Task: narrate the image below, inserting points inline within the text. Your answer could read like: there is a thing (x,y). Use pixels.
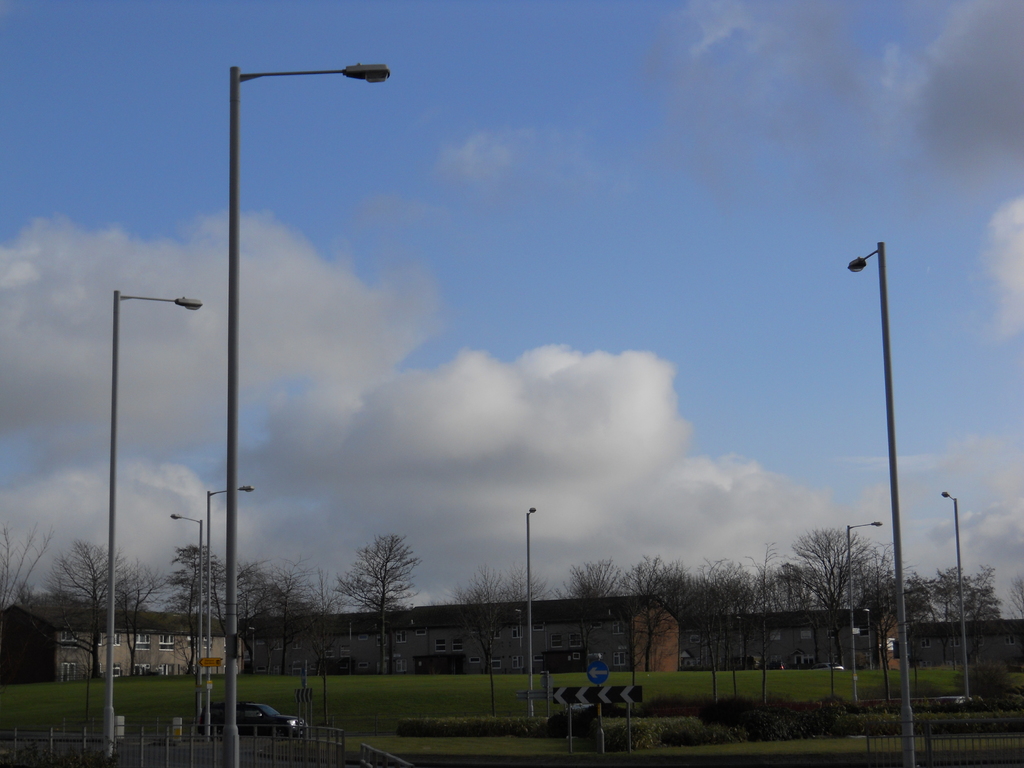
In this image we can see many light poles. Also there are sign boards (585,704) and railings (221,766). And there is a vehicle (257,726). On the ground (373,679) there is grass (402,698). There are many trees (362,595) and buildings (351,618) with windows (570,644). In the background (586,249) there is sky (570,342) with clouds (334,358).
